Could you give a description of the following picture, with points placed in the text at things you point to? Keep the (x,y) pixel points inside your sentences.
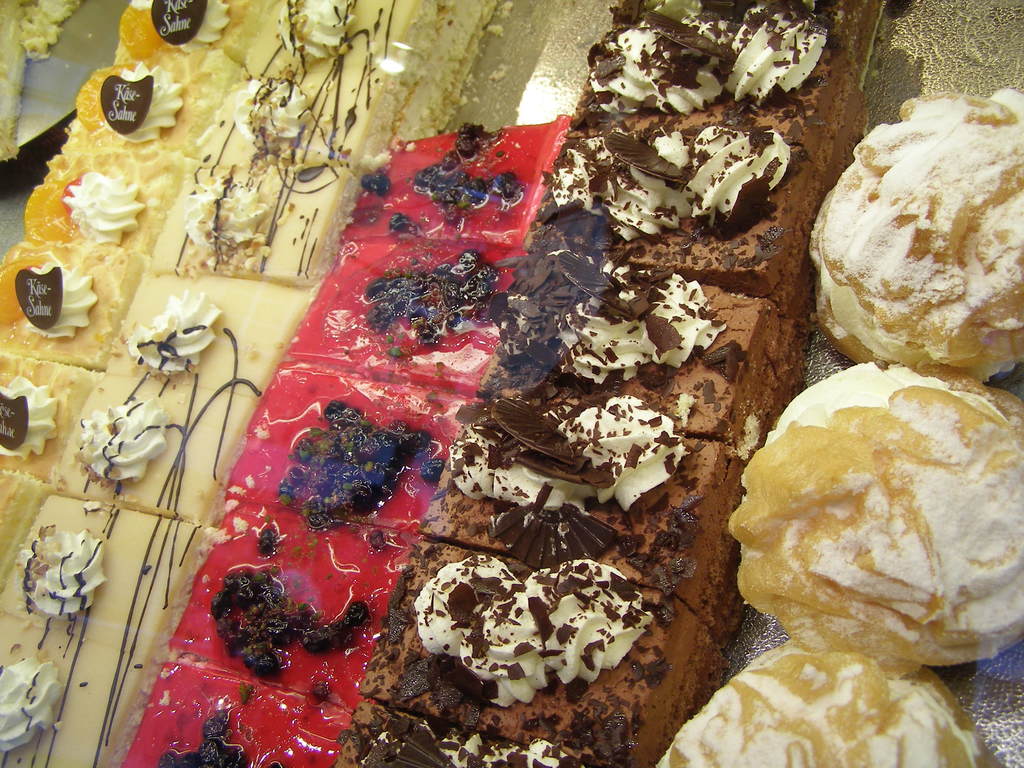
In this image there are different types of pastries (599,545), and whipped cream (912,383).
